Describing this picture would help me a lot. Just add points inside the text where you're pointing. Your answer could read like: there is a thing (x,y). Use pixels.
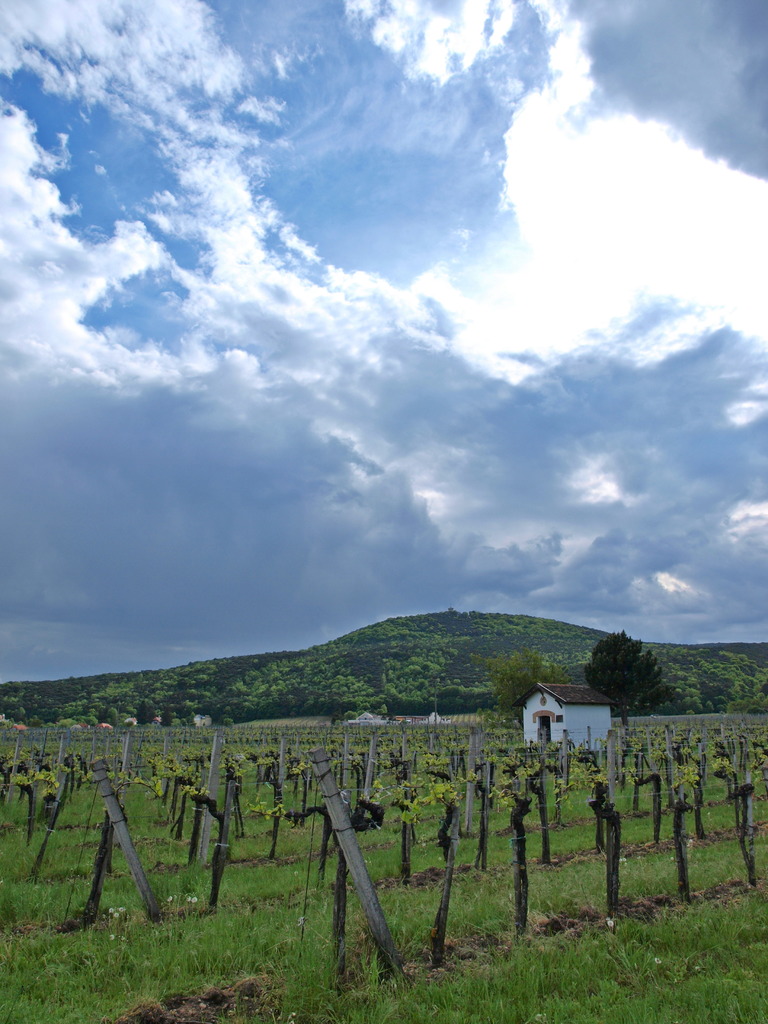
In this image we can see hill (401,648), trees (231,666), fencing (546,753), grass (585,988), house (607,728), sky (392,157) and clouds (170,485).
